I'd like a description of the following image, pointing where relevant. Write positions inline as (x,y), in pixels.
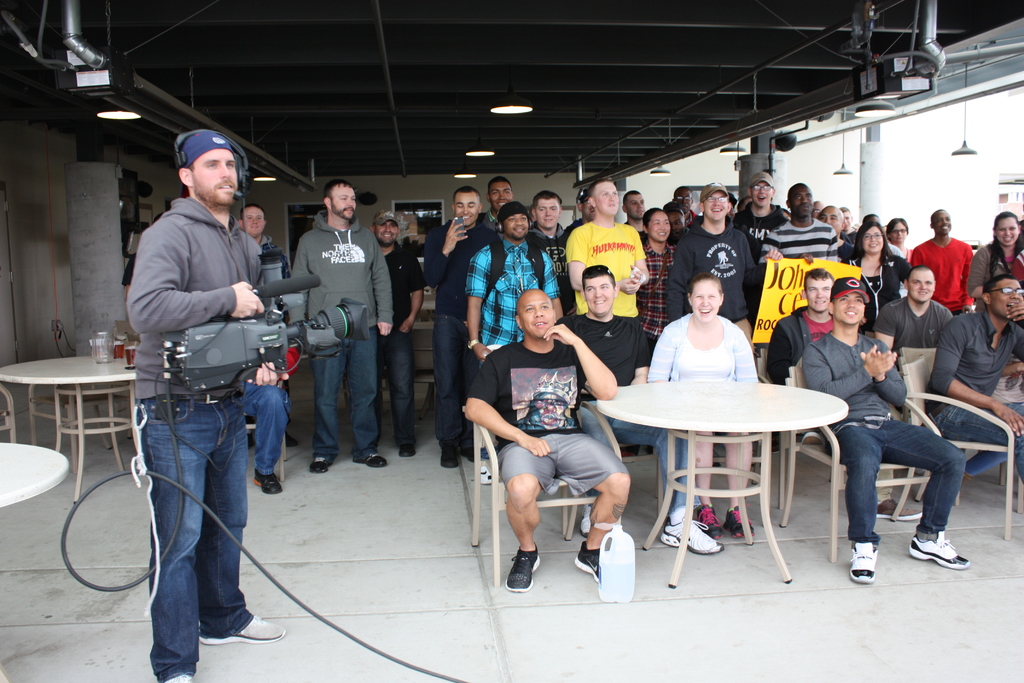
Here we can see a group of people (583,283) sitting on chairs (589,402) and there are other group of people (344,261) standing behind them with a table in front of them and on the left side (242,452) we can see a person (226,429) standing and recording in his video camera (165,336) wearing headphones (243,166) and there are other tables (99,366) and chairs (8,415) also present.
